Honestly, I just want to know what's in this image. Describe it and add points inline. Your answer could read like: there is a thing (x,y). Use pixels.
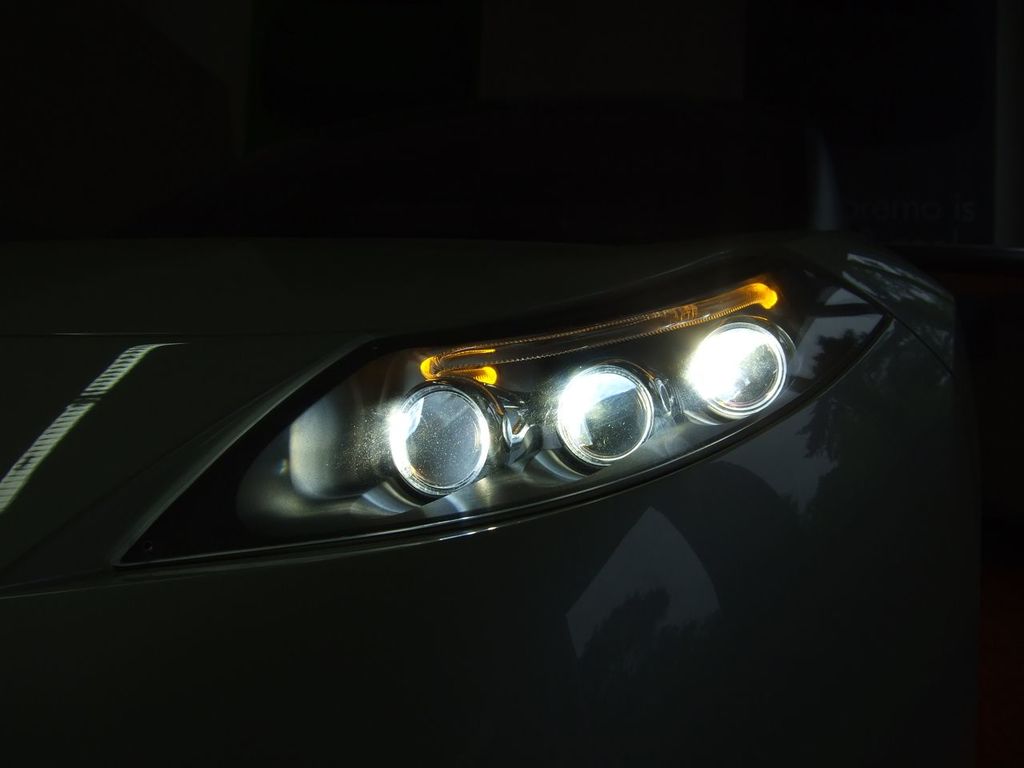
In the picture I can see lights (576,407) and some other object (351,377). The background of the image is dark.
